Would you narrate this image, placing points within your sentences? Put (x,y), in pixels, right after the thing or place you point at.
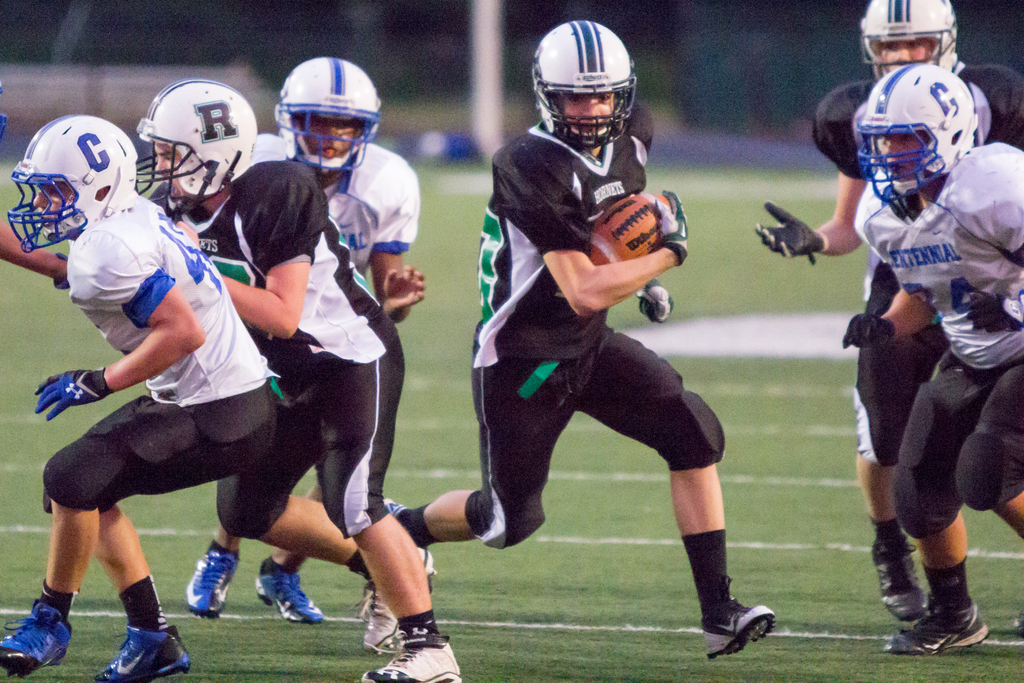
In this image I can see group of people (381,360) wearing helmets (252,136), one of the person (583,368) is holding a ball (645,239). And the background (222,22) is blurry.
